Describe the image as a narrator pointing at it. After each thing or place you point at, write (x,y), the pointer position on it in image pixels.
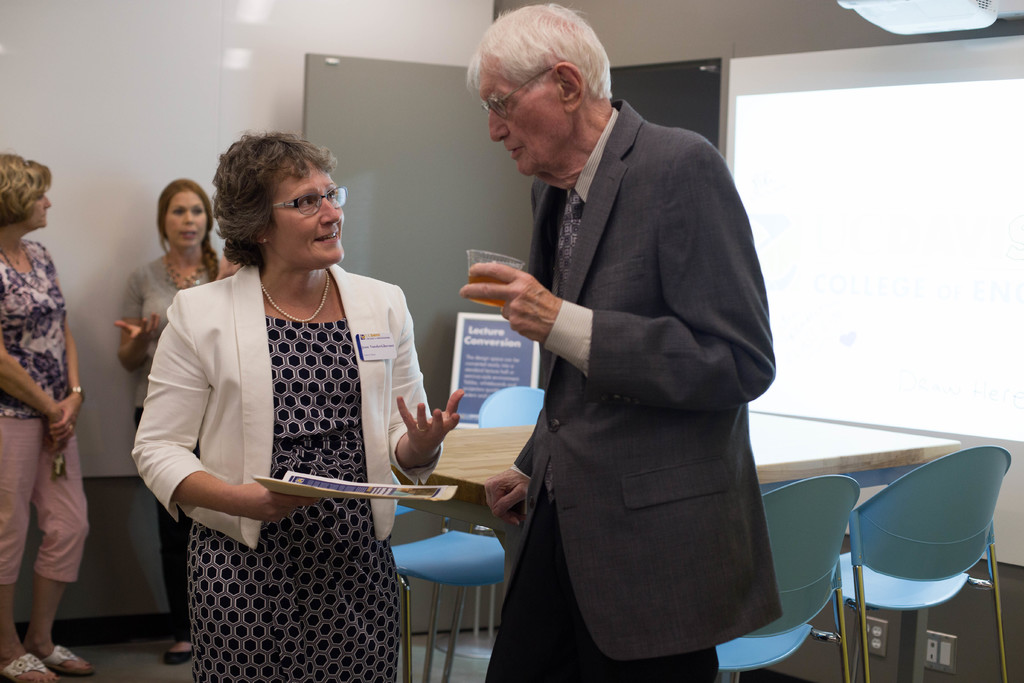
The picture is taken in a room (812,363) where four people (246,379) are present in the middle of the picture (421,390), one woman (373,419) is standing and holding a paper (327,487) she is wearing a dress (332,506) and white coat (231,435) beside her there is one man (588,397) standing with a cup (501,304) in his hand (536,305) and he is wearing a suit (634,520) and he is taking support of the table (787,477) and there are chairs (478,571) and coming to the left corner of the picture (41,428) there are two women (60,363) standing and behind them there is a wall (204,98).
